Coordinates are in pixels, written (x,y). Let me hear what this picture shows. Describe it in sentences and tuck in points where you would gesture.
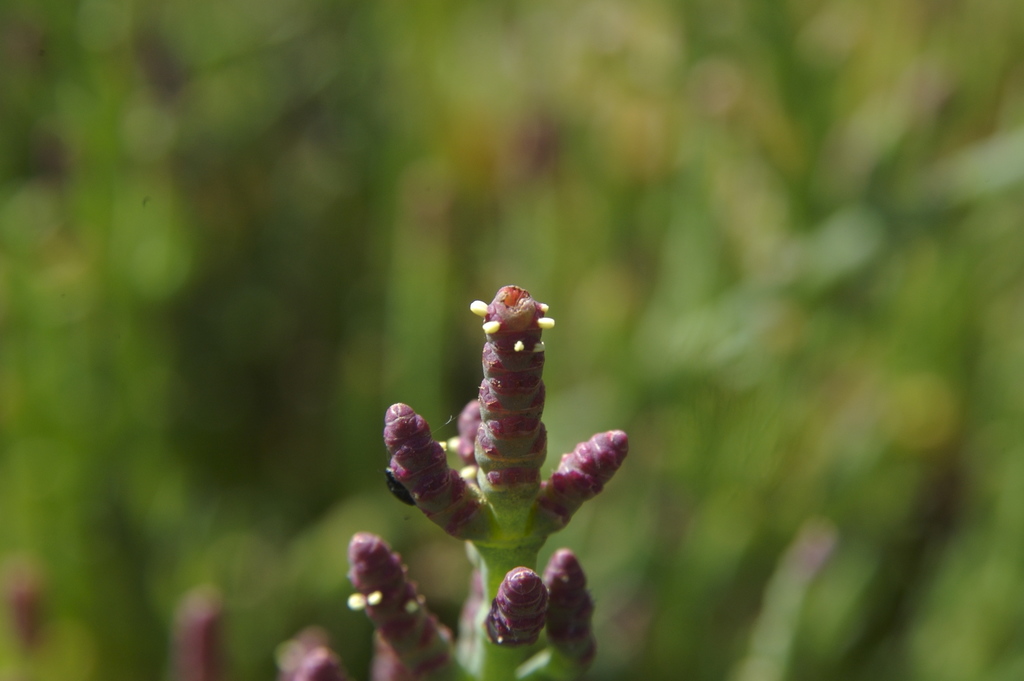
In this image we can see the branches (404,473) of a plant (412,453).
